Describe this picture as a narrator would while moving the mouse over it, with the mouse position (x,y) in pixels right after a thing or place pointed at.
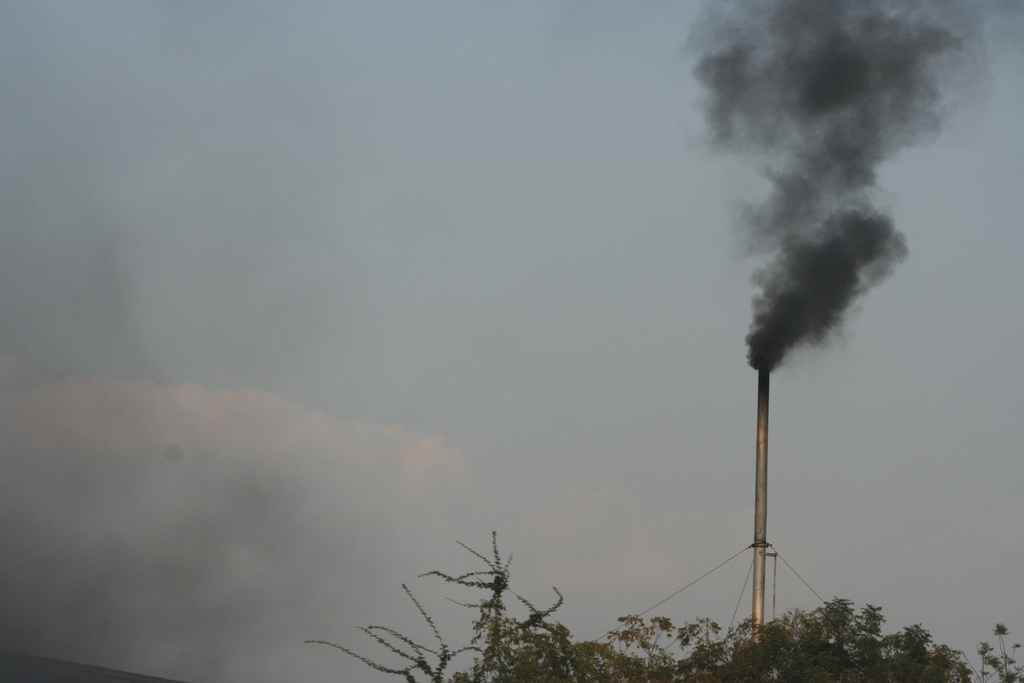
In this picture I can observe a chimney (759,494) on the right side (767,374). There is some smoke (785,314) coming from the chimney (765,428). The smoke (814,195) is in black color. I can observe some trees (632,641). In the background (434,343) there is a sky (201,314) with some clouds (363,450).
